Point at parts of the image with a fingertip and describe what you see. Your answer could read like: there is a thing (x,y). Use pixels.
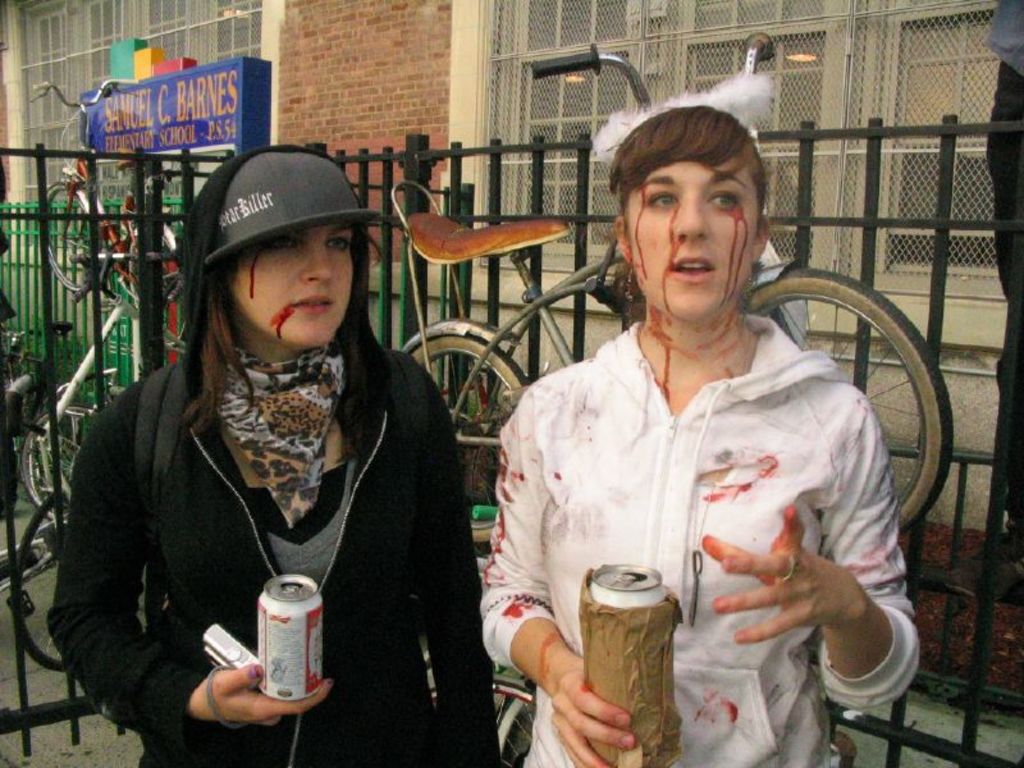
On the left side (178,407), there is a woman (119,452) in a black color jacket (126,595), holding a camera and a tin (284,675) with a hand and standing. On the right side (776,442), there is a woman (682,231) in a white color shirt (605,492), holding a can (650,601) with a hand (627,734) and speaking. In the background (523,267), there are bicycles (532,310) attached to the fence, there is a hoarding (208,122) and there is a building (48,33) which having windows (65,6) and brick wall (378,53).
